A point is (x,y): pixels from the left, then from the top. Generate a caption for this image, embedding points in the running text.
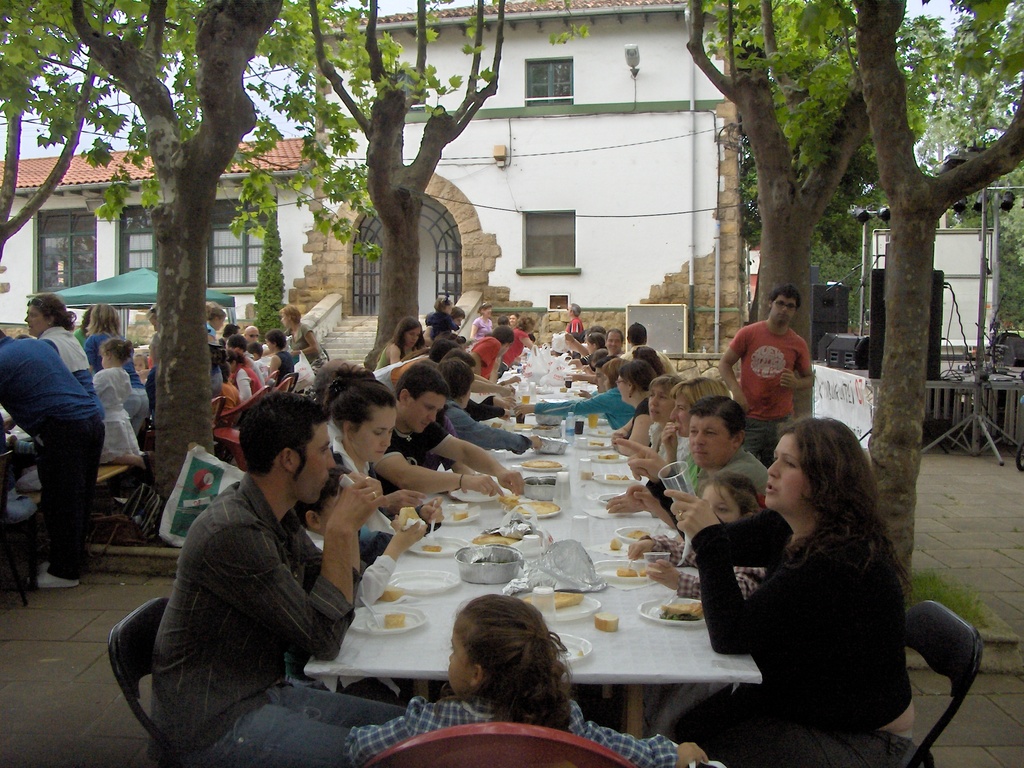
On the background (576,257) we can see building (648,158) with doors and windows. These are trees (840,210). Here we can see all the persons (744,570) sitting on chairs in front of a dining table (615,532) and having food (634,572). On the table (621,587) we can see food items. We can see persons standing near to the table (627,598).
